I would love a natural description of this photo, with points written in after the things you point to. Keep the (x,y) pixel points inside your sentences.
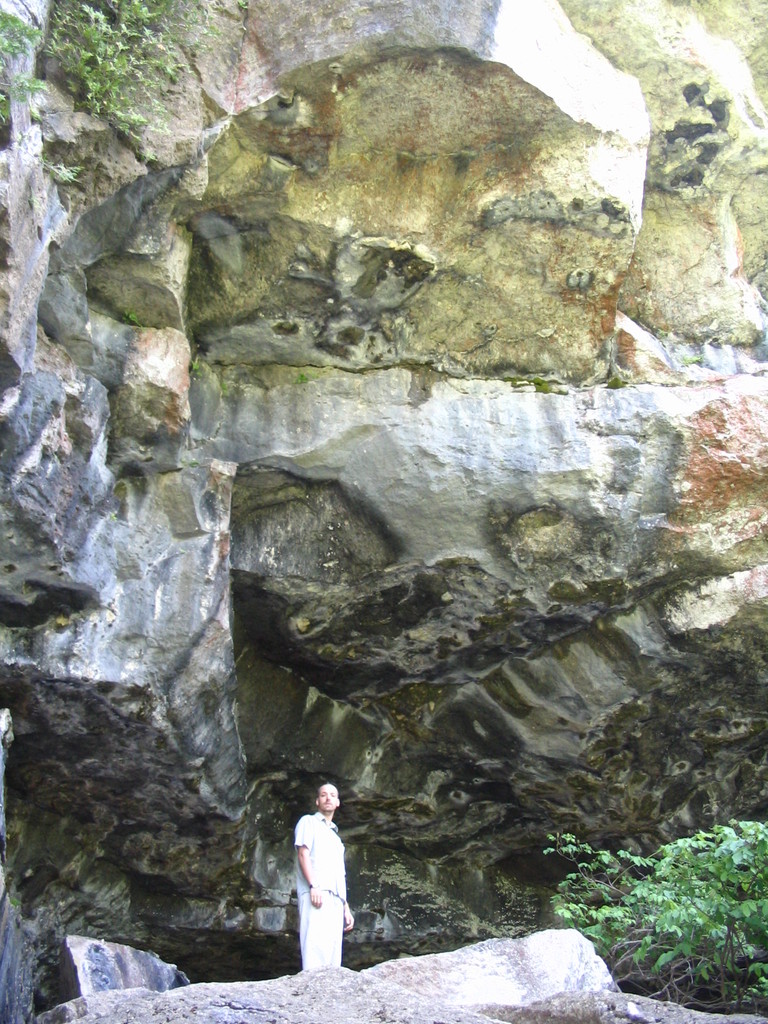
In this image at the bottom (322,858) there is one person (322,949) standing on rocks (556,953), and on the right side (675,908) there are some plants (564,854) and at the top (237,290) there are some rocks (160,387) and some plants (49,51).
